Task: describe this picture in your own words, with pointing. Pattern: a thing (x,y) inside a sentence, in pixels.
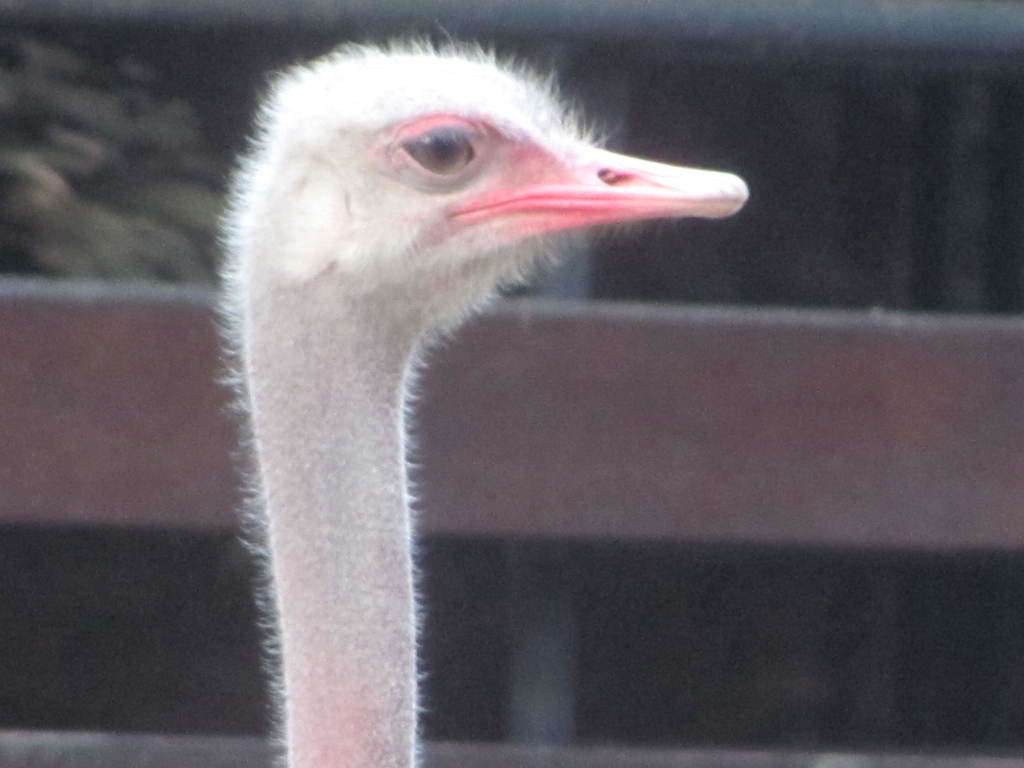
In the center of the image (382,367) there is an ostrich (331,508).
